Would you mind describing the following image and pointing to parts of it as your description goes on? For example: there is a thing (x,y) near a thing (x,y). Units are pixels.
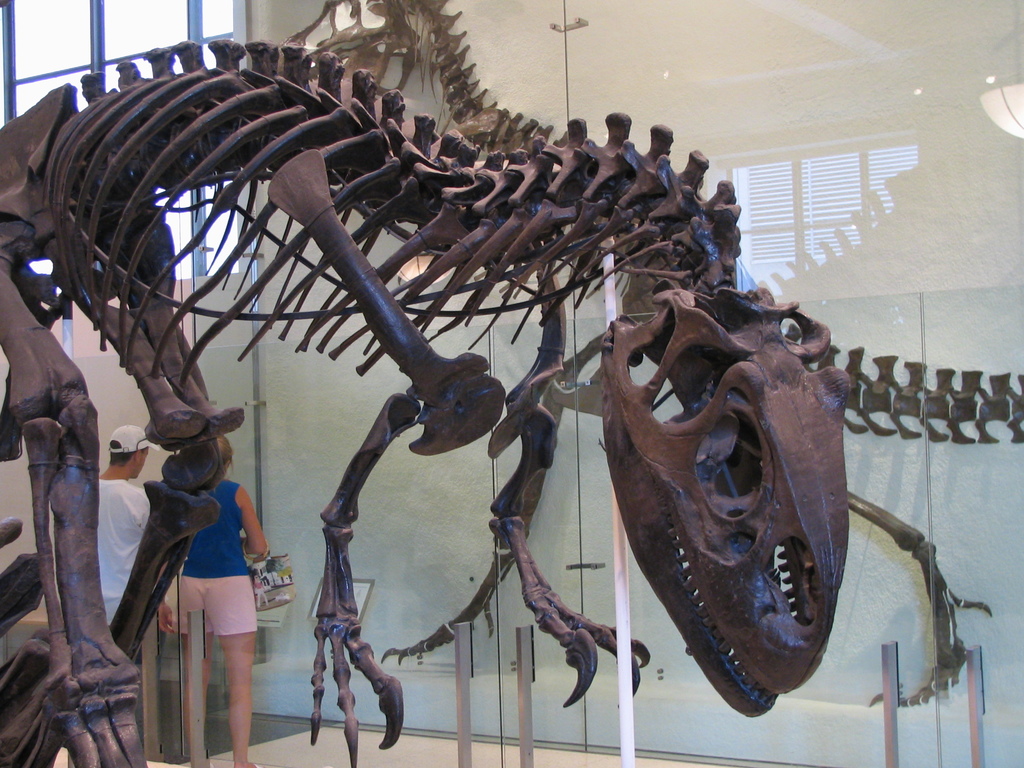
In this image I can see the skeleton of an animal (401,402). In the background (185,594) I can see two people (237,599), boards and the glass (655,612). I can see the reflection of window blind (778,249) and the lights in the glass (728,93).
